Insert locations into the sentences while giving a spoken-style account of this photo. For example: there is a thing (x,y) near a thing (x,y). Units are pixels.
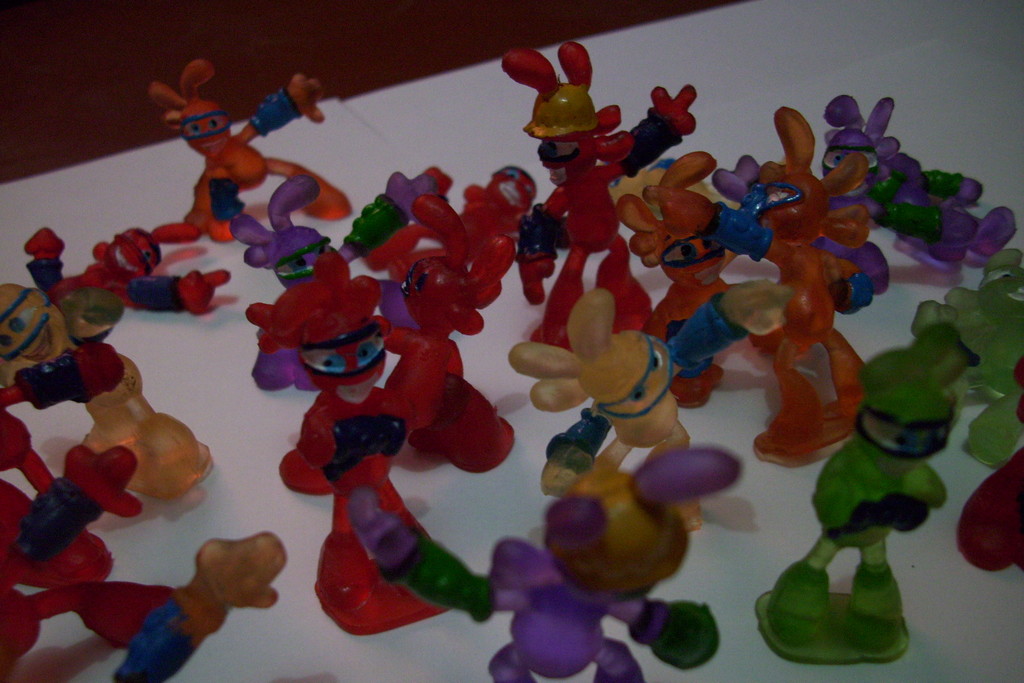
In this image, we can see a table (583,18), on that table (593,14), we can see a white colored cloth (763,88) with some toys (399,334).
